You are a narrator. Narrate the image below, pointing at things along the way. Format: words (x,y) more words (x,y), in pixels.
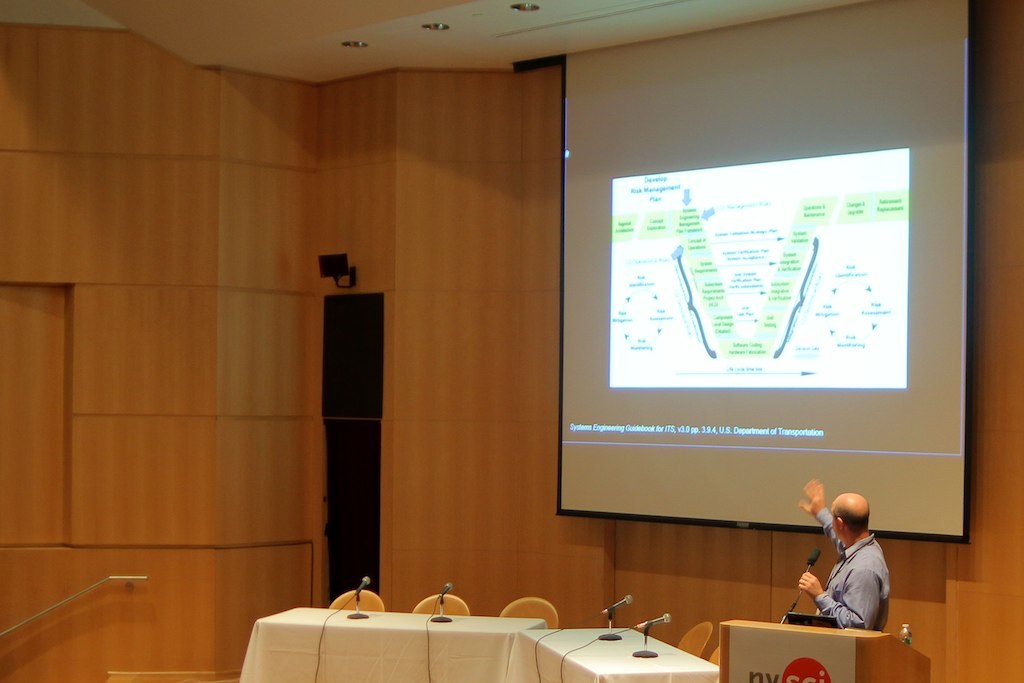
In this image I can see the person (859,580) standing in front of the podium (798,647) and I can also see few microphones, chairs (698,641). In the background (824,202) I can see the projection screen (721,283) and I can see the wooden wall (256,193) in brown color.
